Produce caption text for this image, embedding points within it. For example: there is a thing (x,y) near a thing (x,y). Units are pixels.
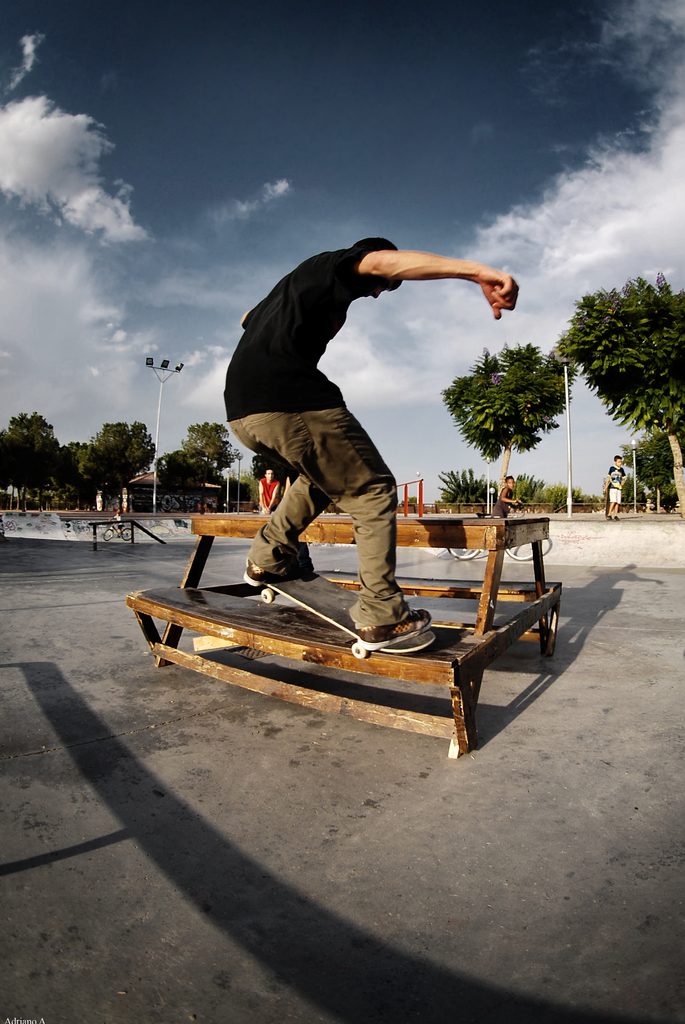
In the center of the image (325,428) a man (373,472) is standing on a skating board (384,651) on bench (519,526). In the background of the image (617,332) we can see trees (459,408), electric light pole (150,359) are present. At the bottom of the image (153,918) ground (185,864) is there. At the top of the image (345,179) clouds (572,210) are present in the sky (206,264).
